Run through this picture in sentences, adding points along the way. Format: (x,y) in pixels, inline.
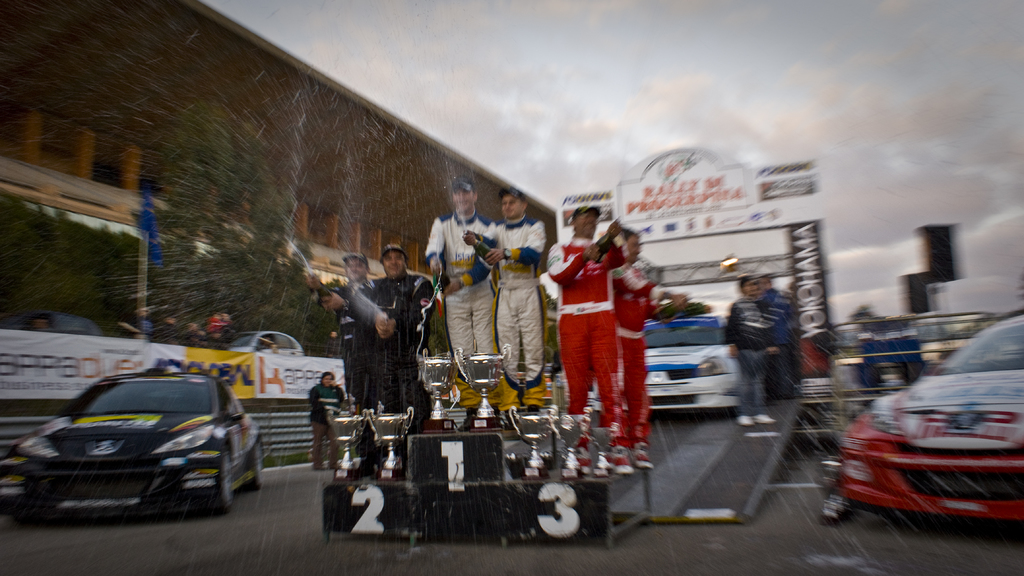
In this image I can see a platform (433,502) on which there are numbers (364,510) and I can see the cups (388,435). I can also see few men (395,265) standing on it and they're holding bottles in their hands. On the both sides of this picture I can see the cars (957,370) and in the background (270,350) I can see few more cars (688,364) and few people (787,345). In the middle of this picture (625,198) I can see the boards (645,194) on which there is something written. On the top of this picture (663,131) I can see the sky (663,131) which is cloudy and I see that this image is a bit blurry.
